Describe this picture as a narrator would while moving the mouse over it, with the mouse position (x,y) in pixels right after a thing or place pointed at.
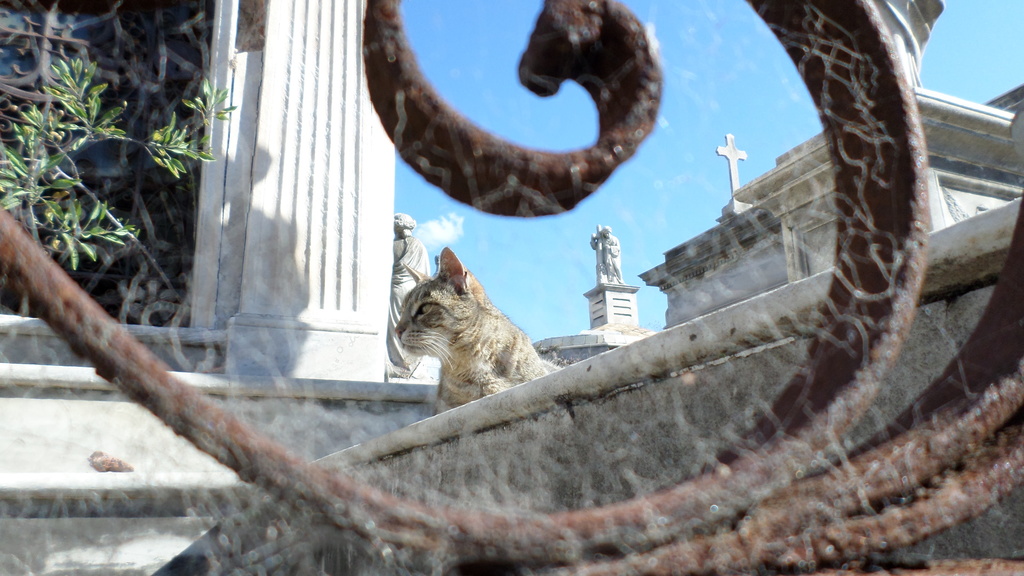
In this image in the front (812,463) there is an object (982,402) which is brown in colour. In the center (459,360) there is a cat (437,322). In the background (112,127) there are statues (396,258), there is a plant (78,145) and there is a wall (736,270).
